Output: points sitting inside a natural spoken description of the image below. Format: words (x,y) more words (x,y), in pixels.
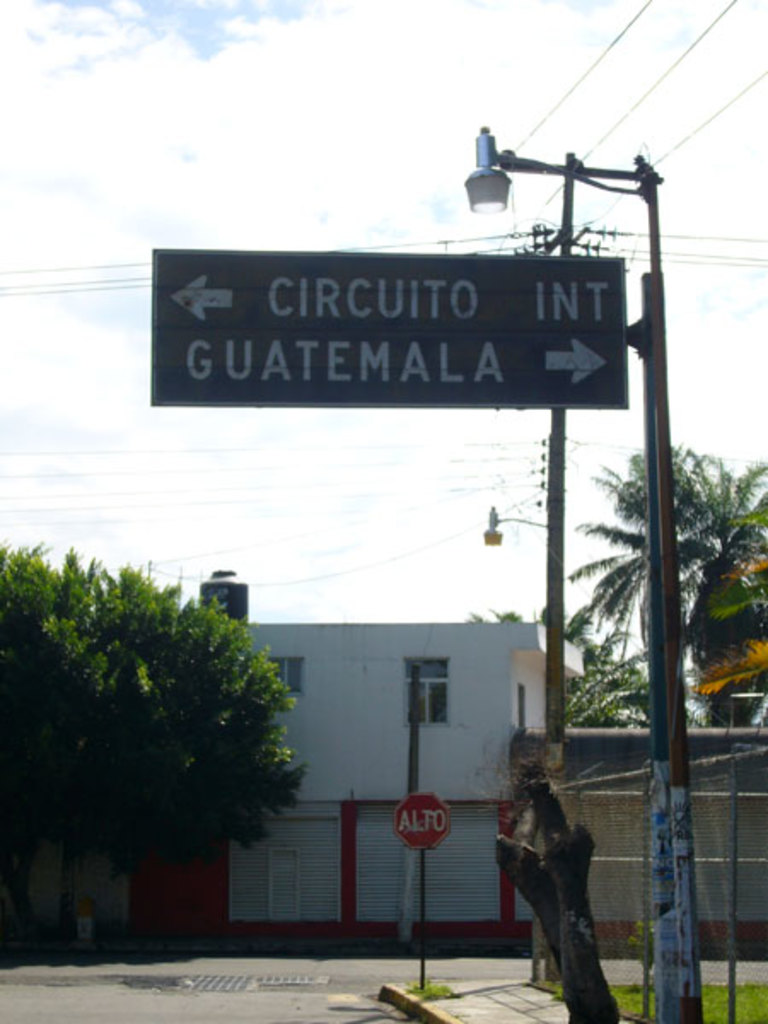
In this picture I can see some trees (174,845), houses (360,689) and sign boards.
